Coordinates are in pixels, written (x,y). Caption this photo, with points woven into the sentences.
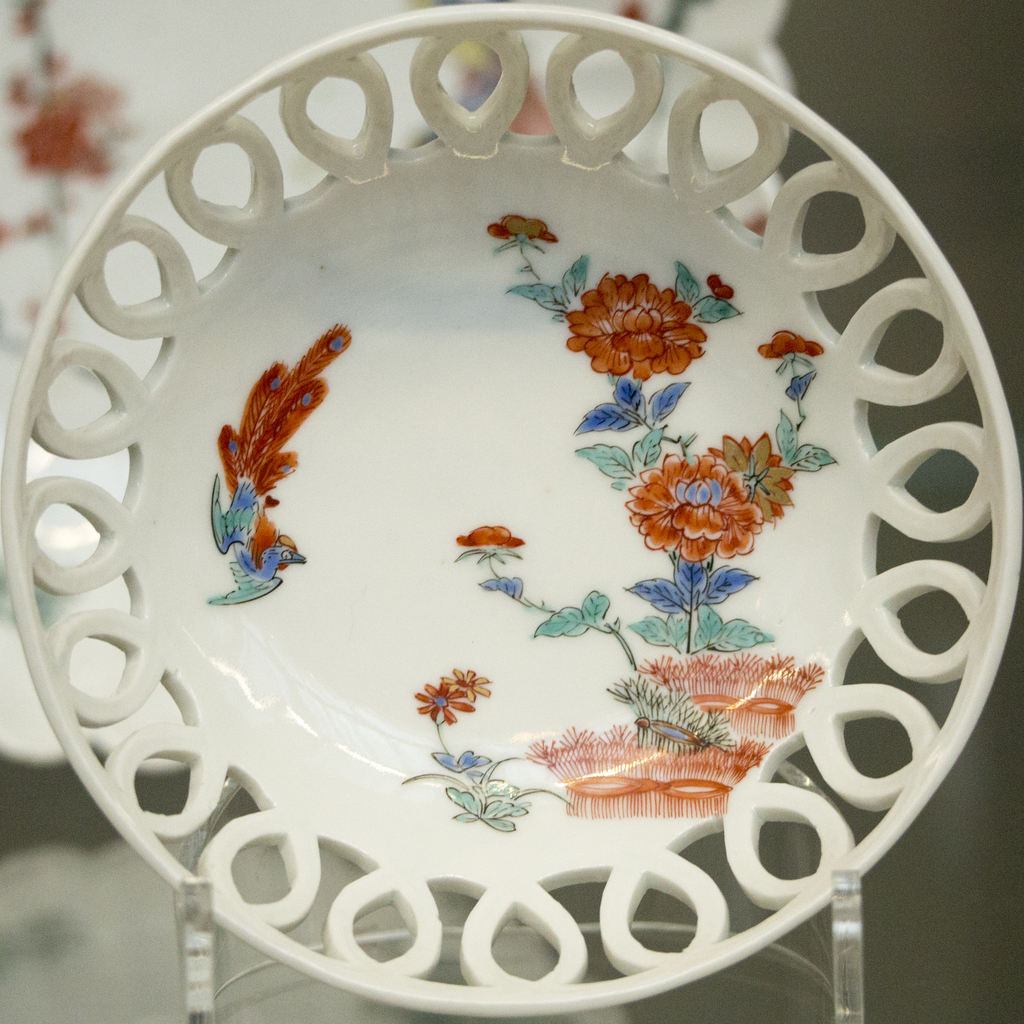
In this image I can see a plate (574,550) which is on stand (811,967). It is in white, green, brown, blue color. Background (16,317) is blurred.
